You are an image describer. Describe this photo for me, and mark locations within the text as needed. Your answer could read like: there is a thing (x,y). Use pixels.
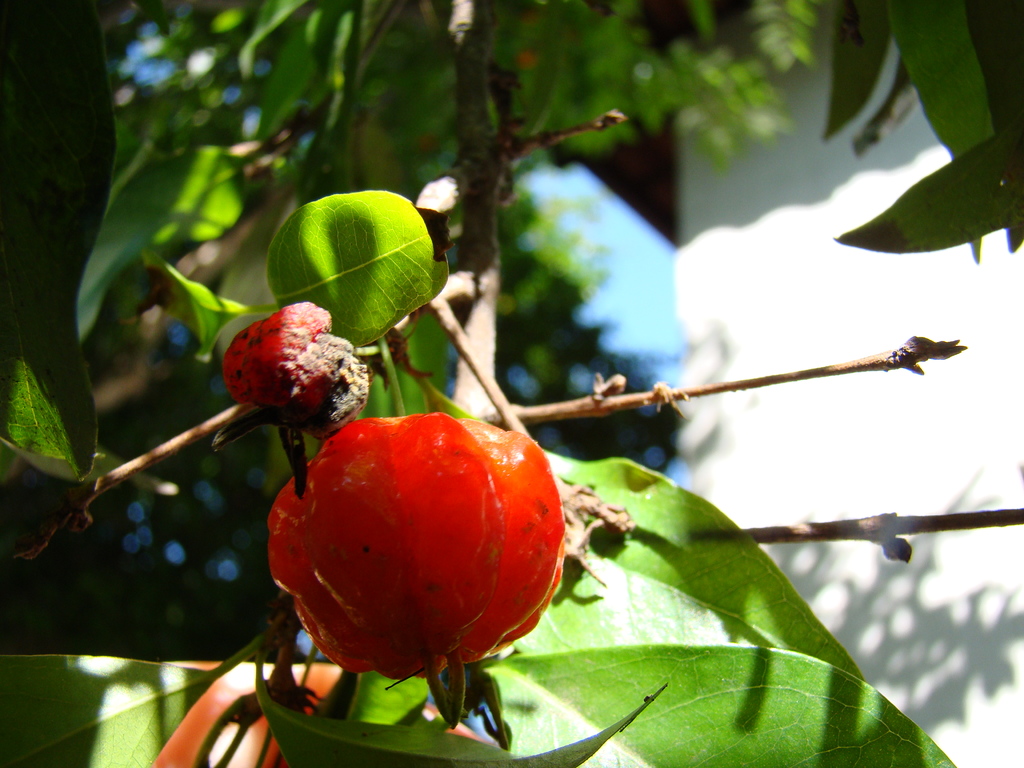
In this image there is an orange colour fruit (443,521) in the middle (412,512). In the background (280,162) there are stems (449,320) with the green leaves (111,247). On the right side (825,241) there is a wall (808,340).
